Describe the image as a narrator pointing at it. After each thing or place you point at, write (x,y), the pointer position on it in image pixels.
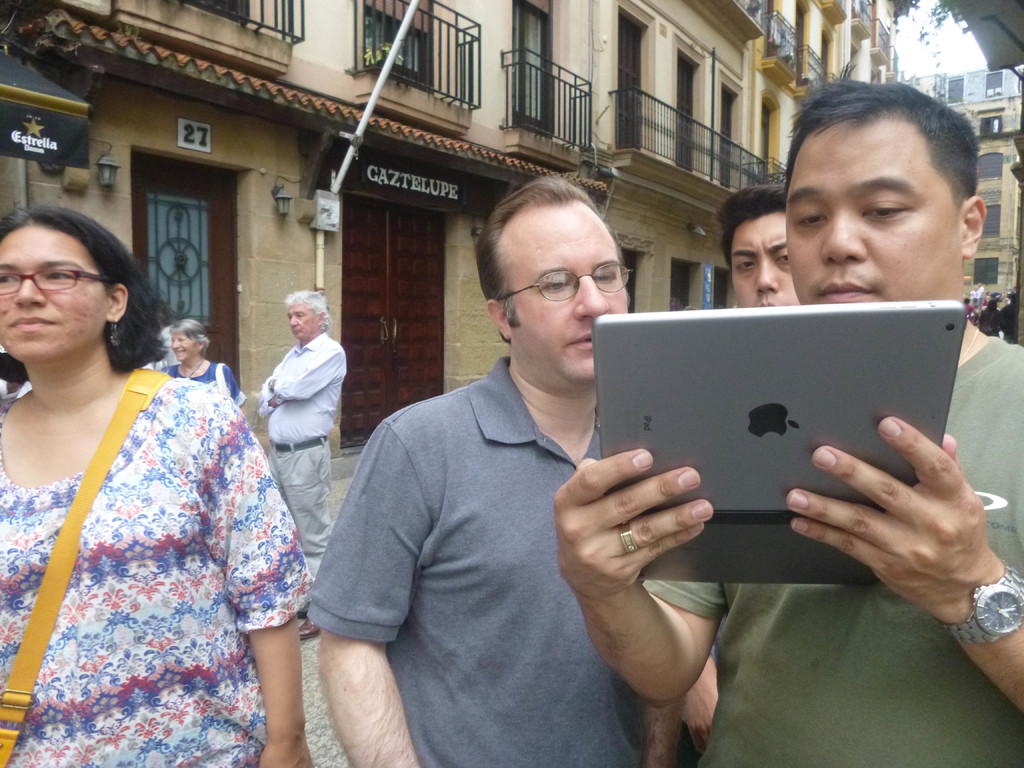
Here we can see few persons (793,519) and he is holding an apple device (856,450) with his hands (952,598). In the background (487,16) we can see buildings (668,21), doors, boards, and sky (964,45).
